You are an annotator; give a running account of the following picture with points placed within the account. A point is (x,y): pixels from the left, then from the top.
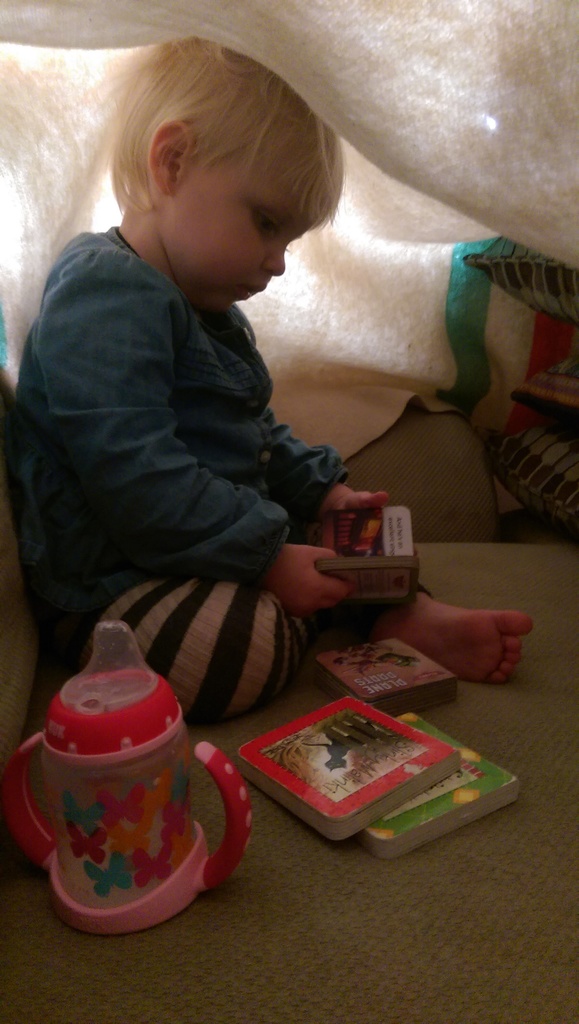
In this picture there is a baby (223,669) sitting and reading a book (398,541) under the blanket (445,103).
